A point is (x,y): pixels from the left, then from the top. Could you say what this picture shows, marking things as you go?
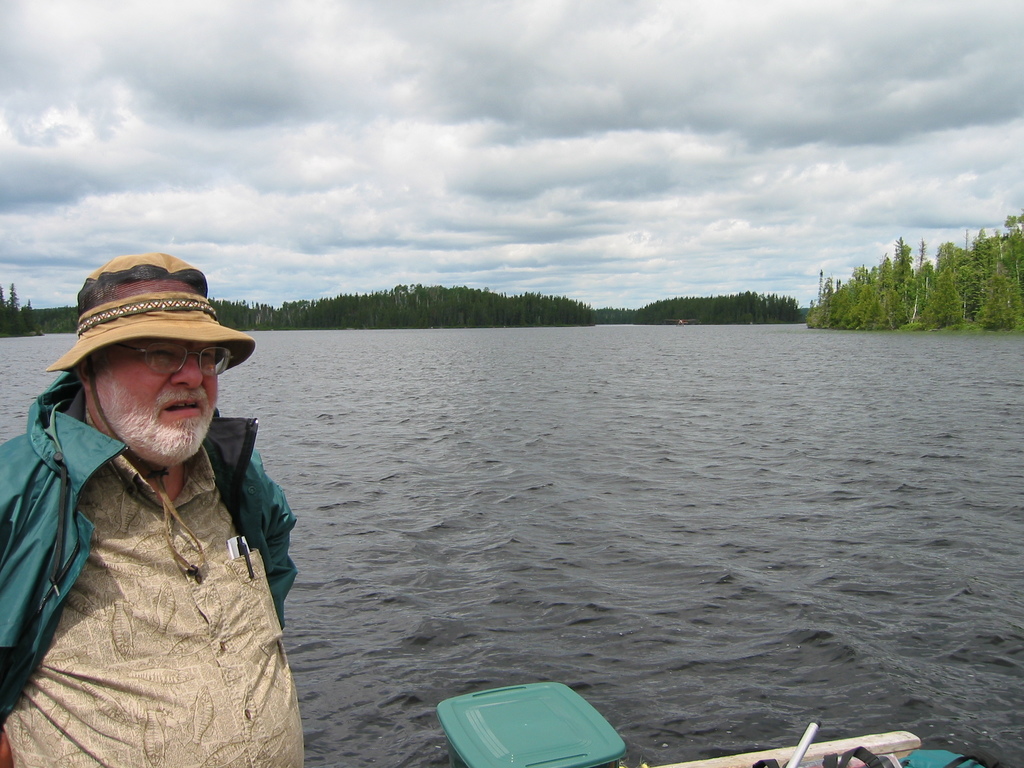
On the left side of the image (43,518), we can see a person (134,494) wearing glasses (162,369) and a hat (132,332). At the bottom of the image (948,760), there are few objects (580,750). In the background (488,479), we can see water (435,482), trees (532,317) and cloudy sky (524,193).
